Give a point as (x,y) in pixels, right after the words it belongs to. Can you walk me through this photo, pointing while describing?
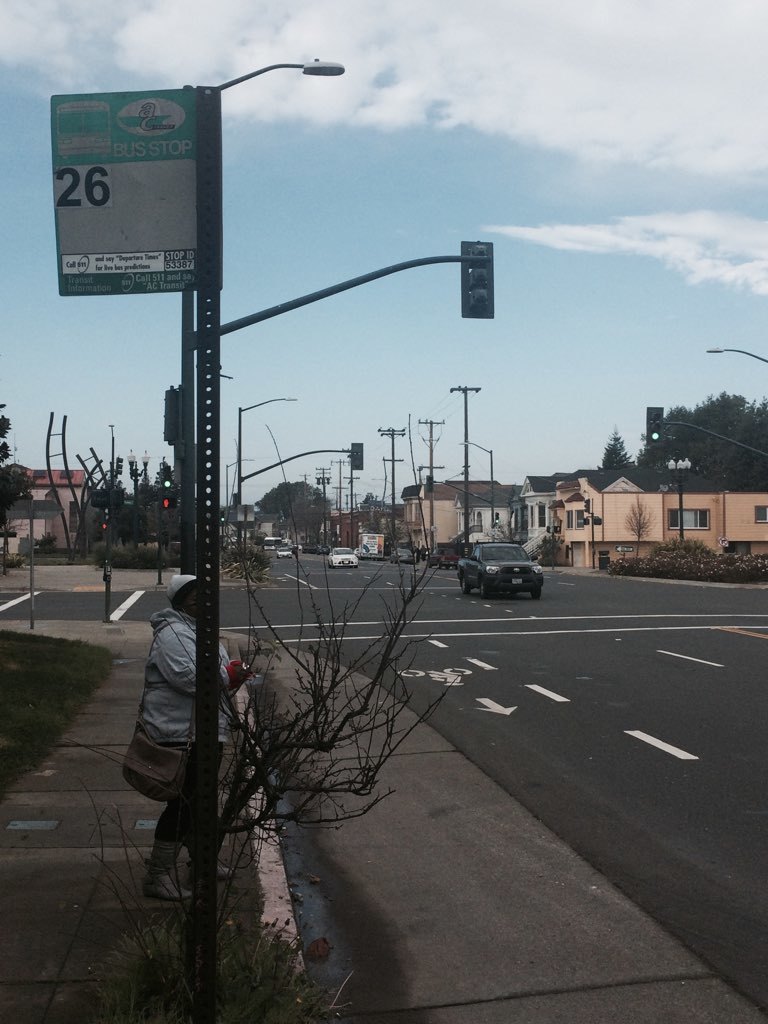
At the bottom left of the image (106,765) there is a footpath (108,782) with a person (152,727) is standing. And also there is a pole (200,733) with posters (186,154), street light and traffic signal (465,289). At the bottom right corner of the image (653,848) there is a road (452,701) with few vehicles (368,554) on it. And in the background (750,436) there are electrical poles (384,435) with wires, trees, houses (609,492) with roofs (488,491), walls (747,508) and windows (695,510). At the top of the image (487,107) there is a sky (532,187) with clouds (597,134).
